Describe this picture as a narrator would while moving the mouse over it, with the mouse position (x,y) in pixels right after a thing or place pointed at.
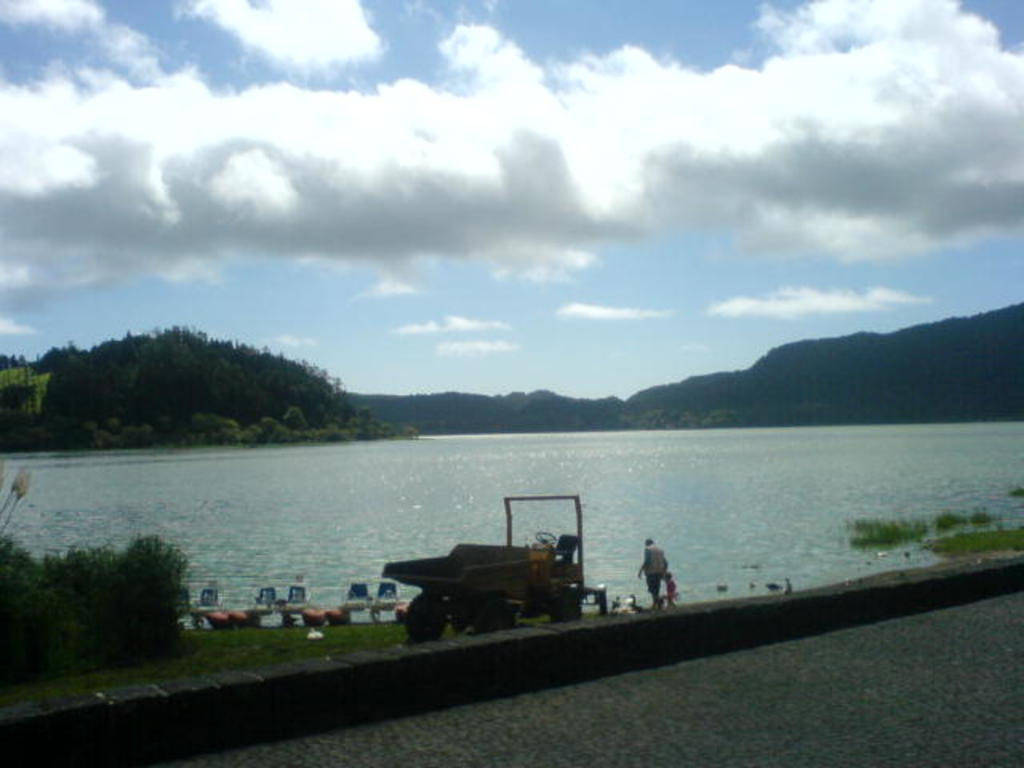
In this image there is a person (661,575) standing beside the kid (668,593). There is a vehicle (446,611) on the grassland (254,653). Left side (8,577) there are few plants (85,559). Middle of the image (441,500) there is water (347,527). Background (61,373) there are few hills (414,396) having trees (245,377). Top of the image (533,182) there is sky (502,178) with some clouds (491,251). Bottom of the image (703,719) there is a road (712,724). Few objects (252,614) are on the grassland (275,640).
